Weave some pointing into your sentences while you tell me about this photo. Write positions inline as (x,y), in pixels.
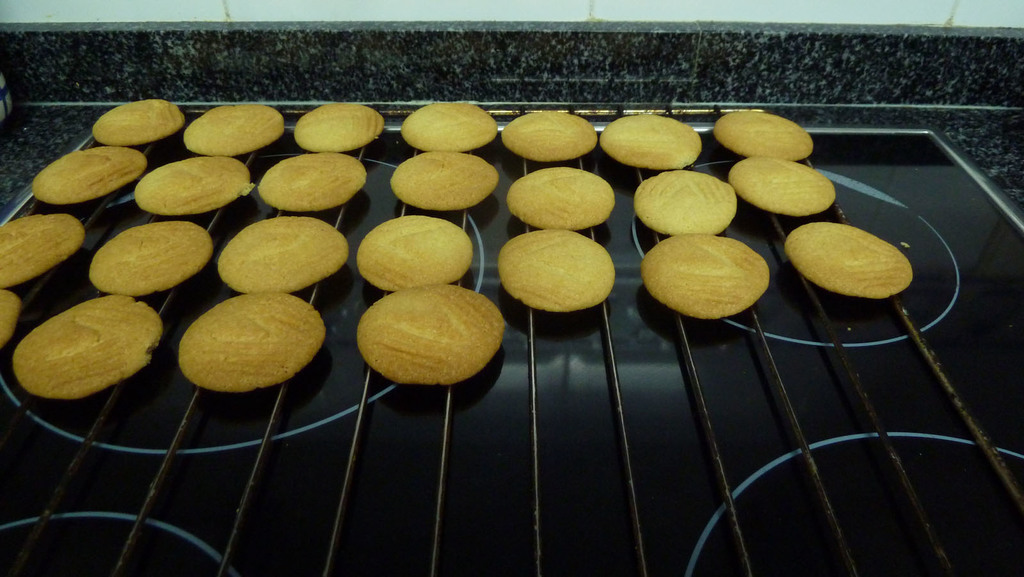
In this picture we can observe some biscuits (156,283) placed on the grill (352,452). These biscuits (192,196) are in yellow color. We can observe black color grill (357,437). In the background (279,15) we can observe a wall (311,9).
